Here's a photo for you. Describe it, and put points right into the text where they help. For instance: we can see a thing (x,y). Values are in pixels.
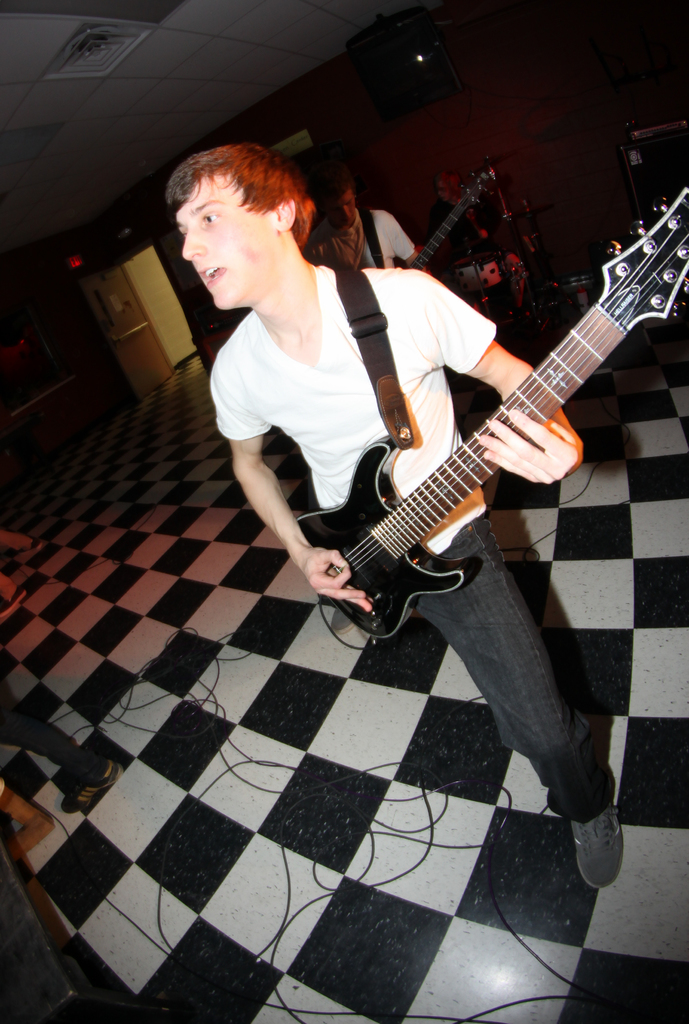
In this image i can see a man (447,605) playing guitar (392,576) at the back ground (401,232) i can see few other person (401,232) playing some musical instrument (519,222) and a wall (540,169).
